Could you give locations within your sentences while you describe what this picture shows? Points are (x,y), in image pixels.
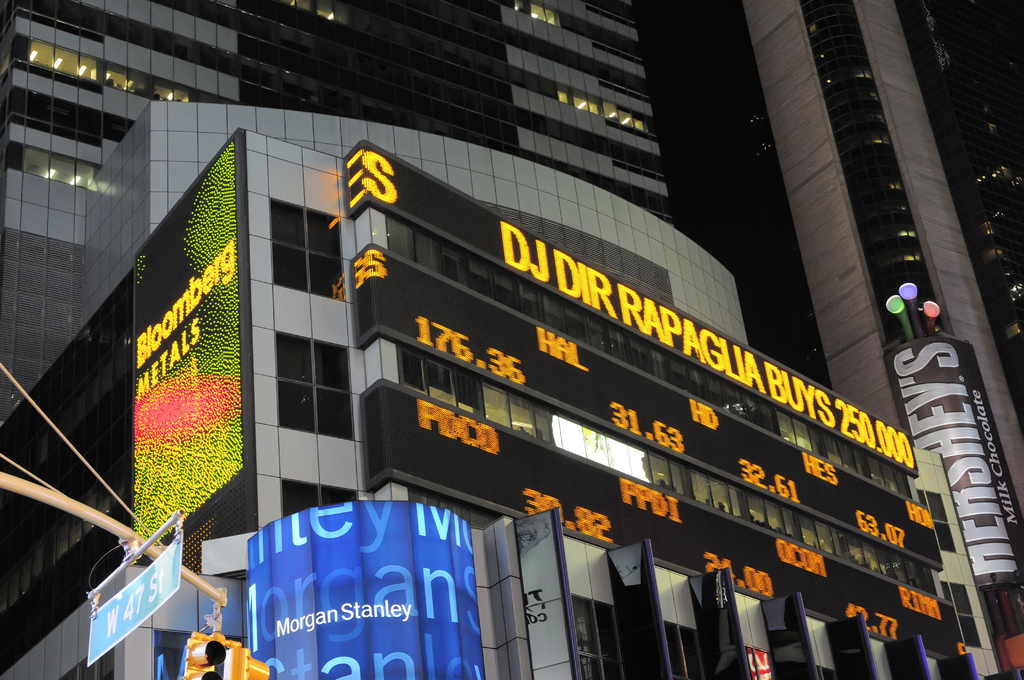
Here we can see buildings (712,595). On this building (245,208) there are digital boards (690,440). These are hoardings (955,451), signboard (157,599) and signal lights (225,647).
